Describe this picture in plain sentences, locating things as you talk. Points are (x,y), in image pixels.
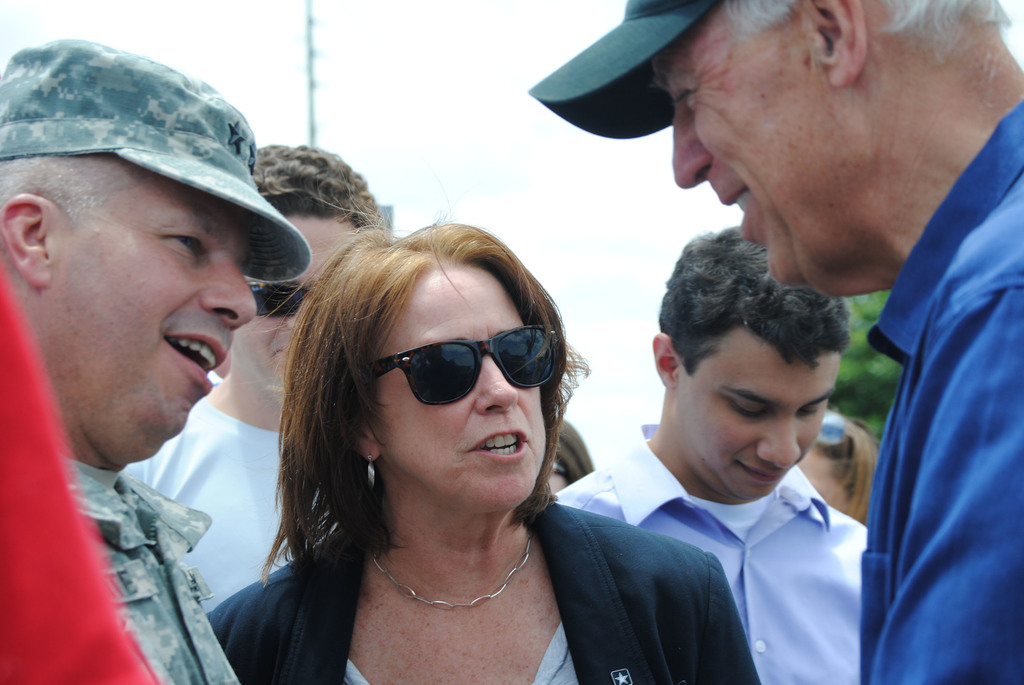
This picture describes about group of people (383,312), few people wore caps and few people (383,335) wore spectacles (382,364), in the background (854,329) we can see a pole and a tree (865,340).
